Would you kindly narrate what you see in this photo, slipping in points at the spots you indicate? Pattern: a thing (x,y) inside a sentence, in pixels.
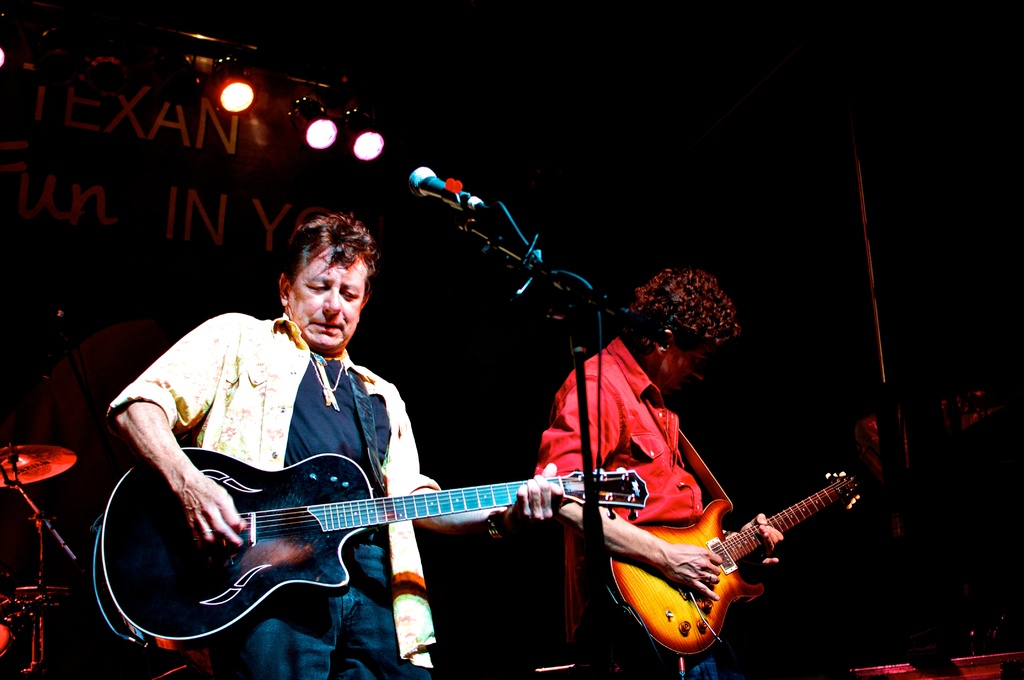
This picture shows two man (207,358) playing guitar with the help of a microphone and we can see three lights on their back.
